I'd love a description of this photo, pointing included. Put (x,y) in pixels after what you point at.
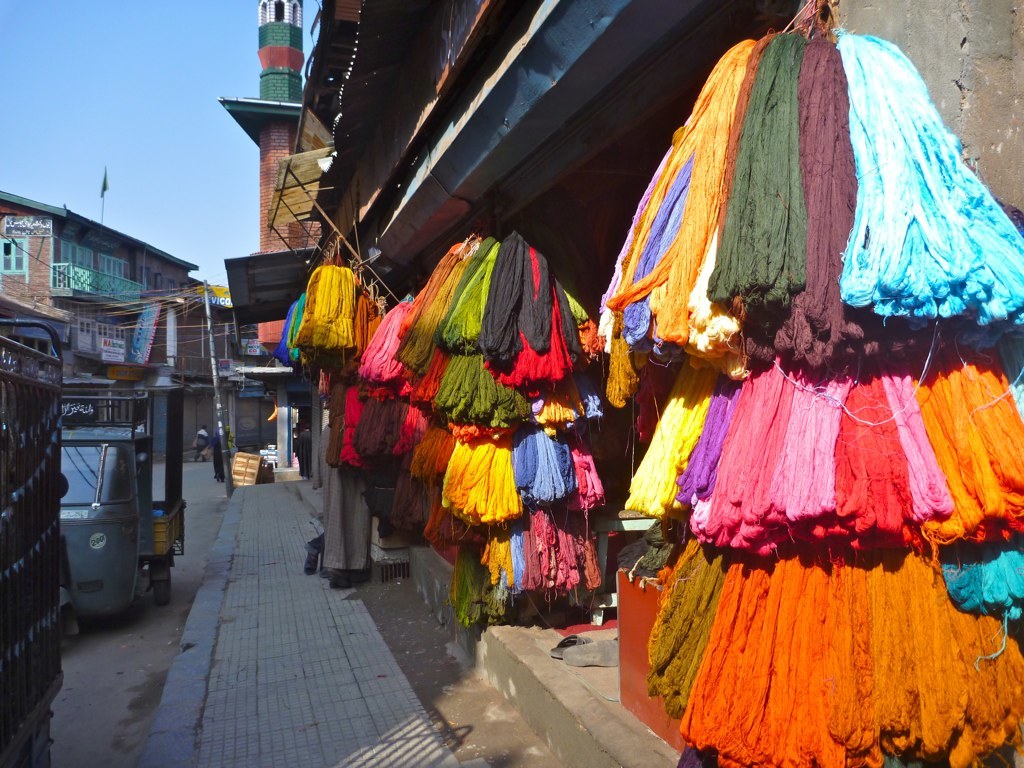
In this picture we can see buildings (228,268), on the left side (101,493) there is a vehicle (101,493), on the right side (793,399) we can see some yarn (799,612), there is a pole (207,305) and wires (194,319) in the middle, in the background (201,454) there is a person (201,431), we can see the sky (165,55) at the top of the picture (102,128), it looks like a flag (103,191) on the left side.
